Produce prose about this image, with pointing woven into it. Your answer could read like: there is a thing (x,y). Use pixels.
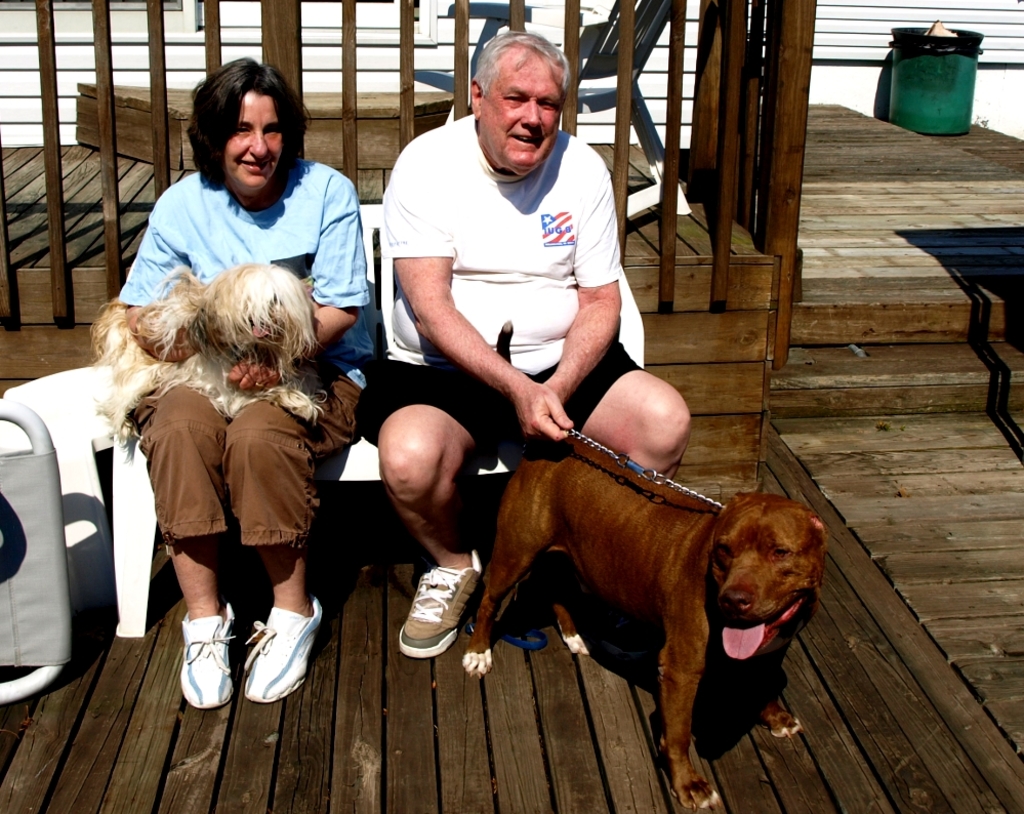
There are two members (388,240) sitting in the chairs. One is woman (331,310) and the other is a man (480,392). Both of them were holding dogs (569,481) in their hands (147,343). In the background (926,88) there is a railing (731,111) and a bin (931,73) here.
